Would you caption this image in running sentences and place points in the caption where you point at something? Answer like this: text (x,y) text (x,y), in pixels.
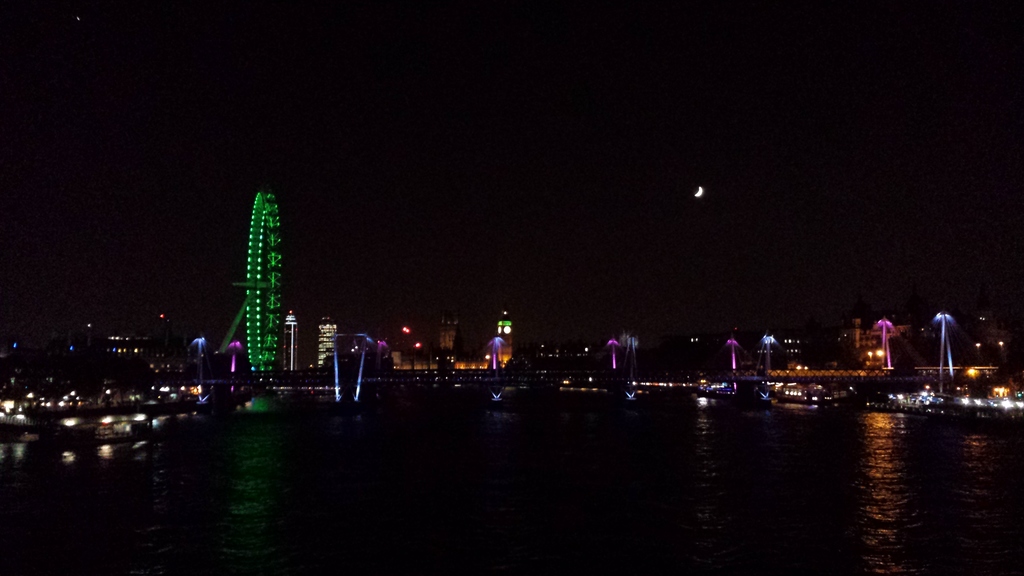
In this image, we can see a giant wheel (253,241). Buildings (993,340), lights (1008,398) and water (682,515). Background (737,192) there is a dark. Here we can see the moon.
